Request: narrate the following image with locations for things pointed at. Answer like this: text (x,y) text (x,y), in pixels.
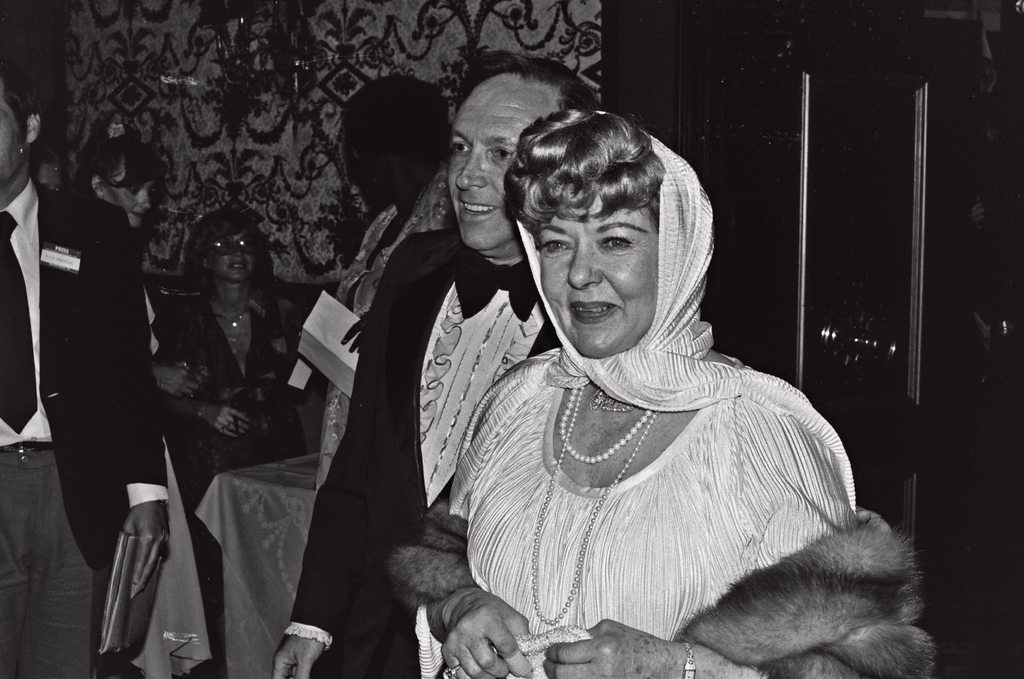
This is a black and white picture. Background (239,90) portion of the picture is blur. We can see people (219,350) in this picture. We can see a man (421,351) and a woman (567,164) standing. They both are smiling.
